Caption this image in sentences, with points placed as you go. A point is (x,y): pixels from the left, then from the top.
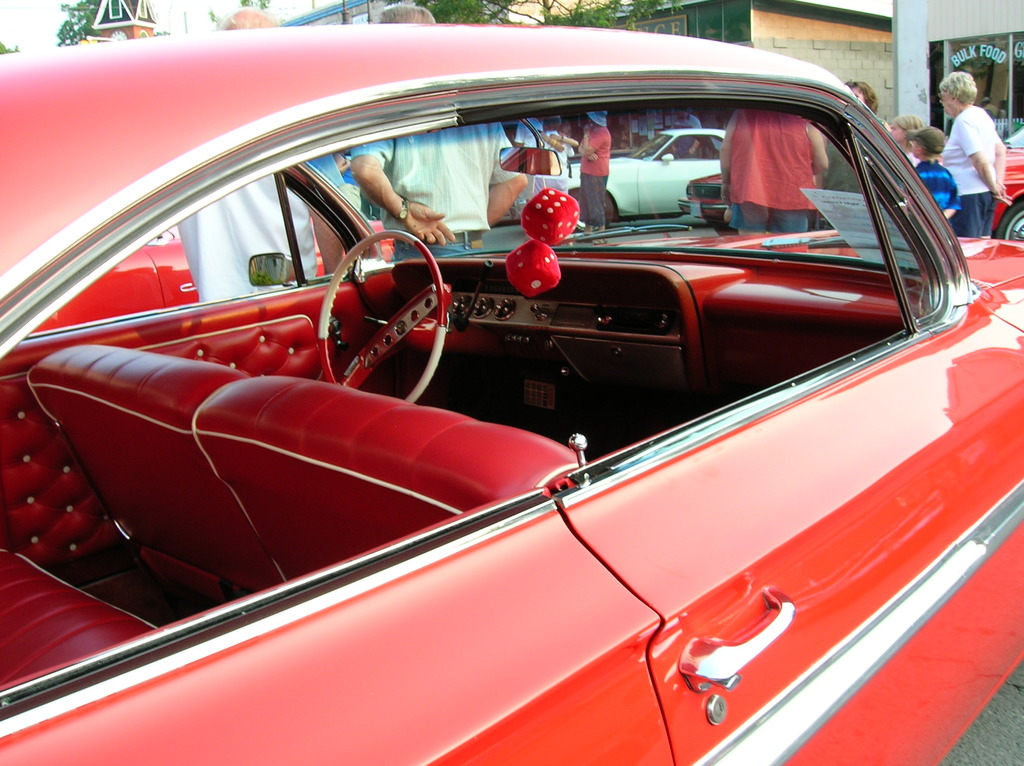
In this image I can see a red color car (644,461) and few people (951,139). Back I can see buildings (849,74) and trees (514,22).
